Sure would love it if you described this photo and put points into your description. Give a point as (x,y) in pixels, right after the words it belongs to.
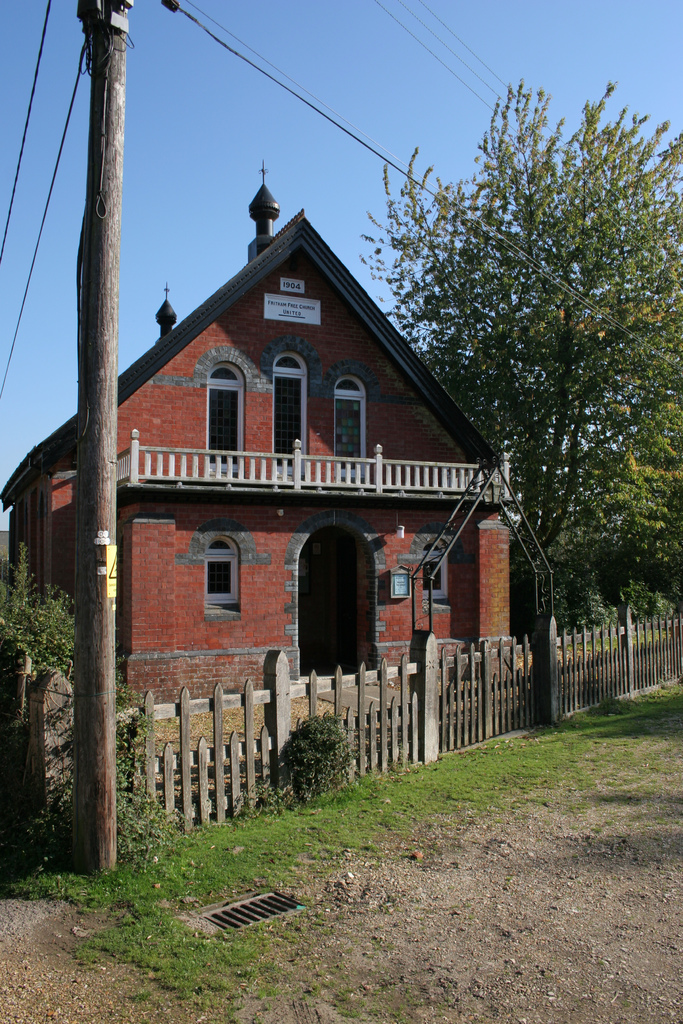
In this picture we can see a house (422,554), at the bottom (447,755) there is grass (477,757), we can see a pole (80,655) on the left side (90,541), we can see fencing (208,778) in the middle (352,678), on the right side (564,409) we can see a tree (659,464), there is the sky (518,227) and wires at the top of the picture (354,95).
